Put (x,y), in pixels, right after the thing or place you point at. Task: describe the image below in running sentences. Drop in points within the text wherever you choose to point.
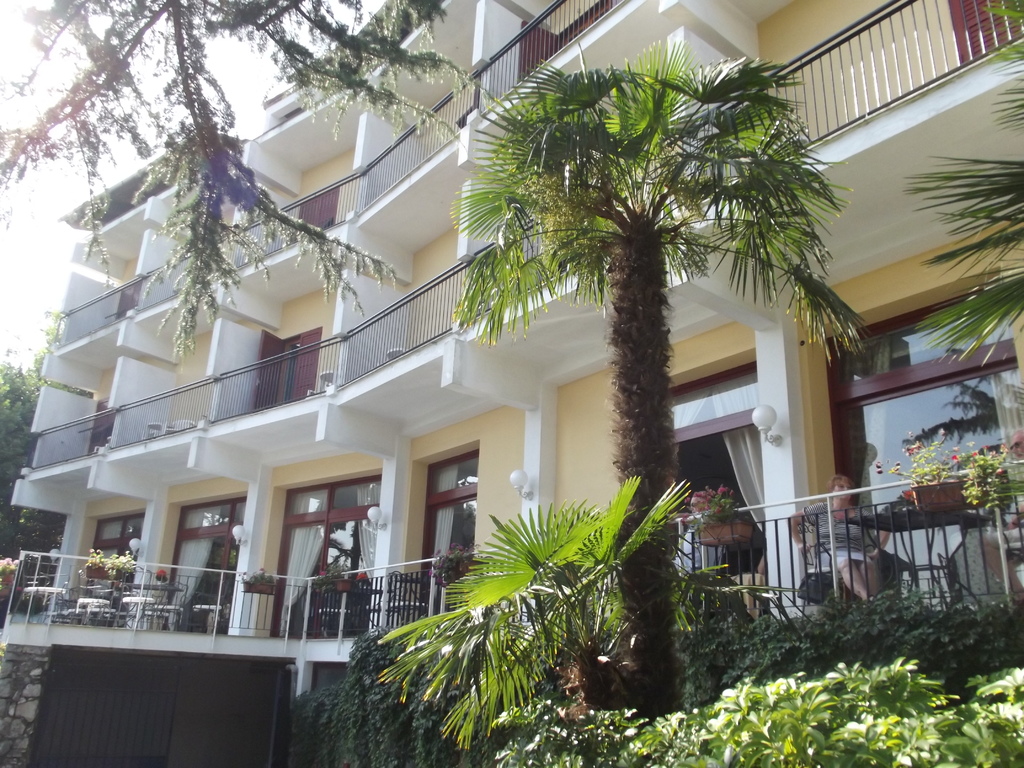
In this picture there are people (808,546) and we can see plants (977,613), flowers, trees (542,519), building (698,18) and railings (27,556). In the background of the image (71,209) we can see the sky (41,311).
